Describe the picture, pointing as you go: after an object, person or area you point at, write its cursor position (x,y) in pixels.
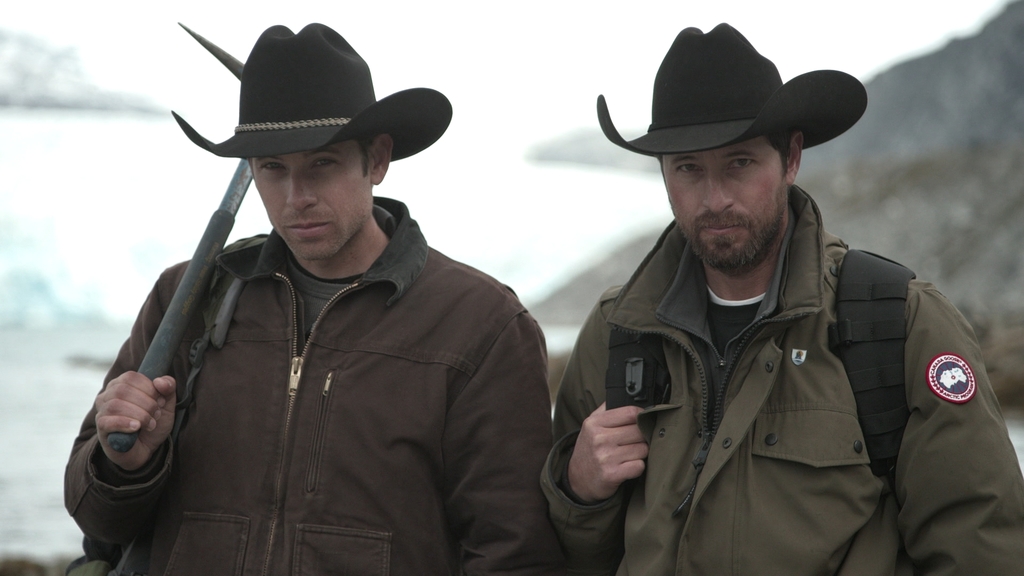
In this image there are two people (317,296) wearing hats (412,149) are staring at the camera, one of them is holding an ax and the other is wearing a bag (859,311), behind them there is water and rocks (570,301).
